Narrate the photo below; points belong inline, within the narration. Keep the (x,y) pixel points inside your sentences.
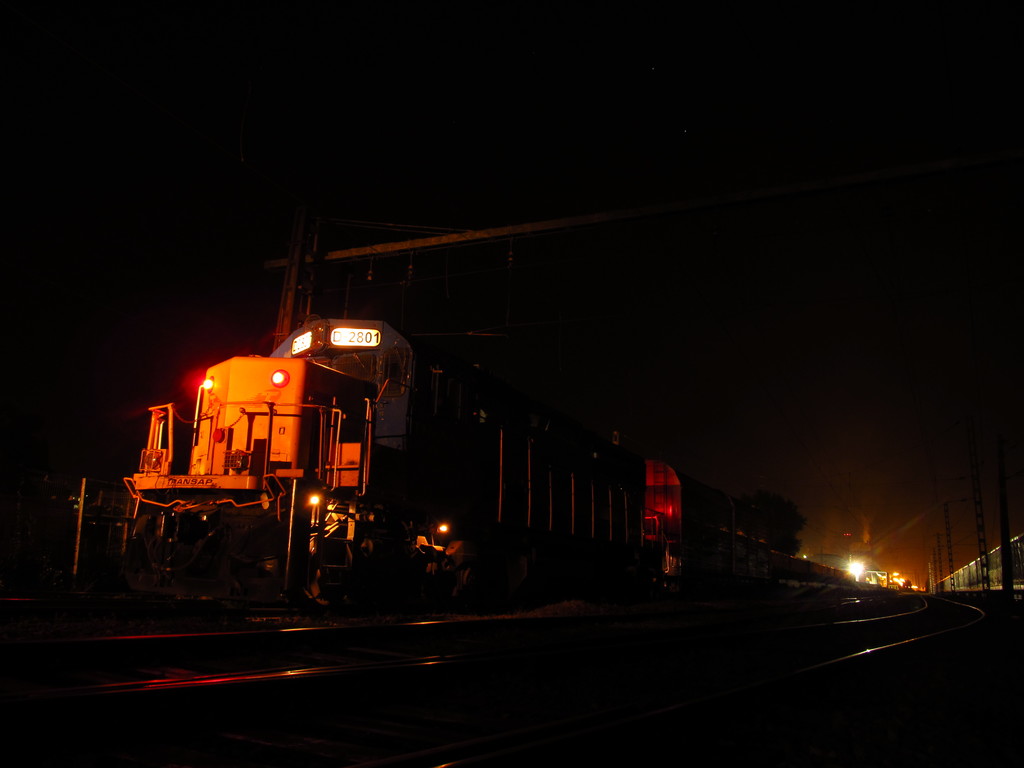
In the center of the image (548,504) we can see one train (424,448), lights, railway tracks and a few other objects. In the background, we can see the lights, poles (952,579), one train (965,570) and a few other objects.
